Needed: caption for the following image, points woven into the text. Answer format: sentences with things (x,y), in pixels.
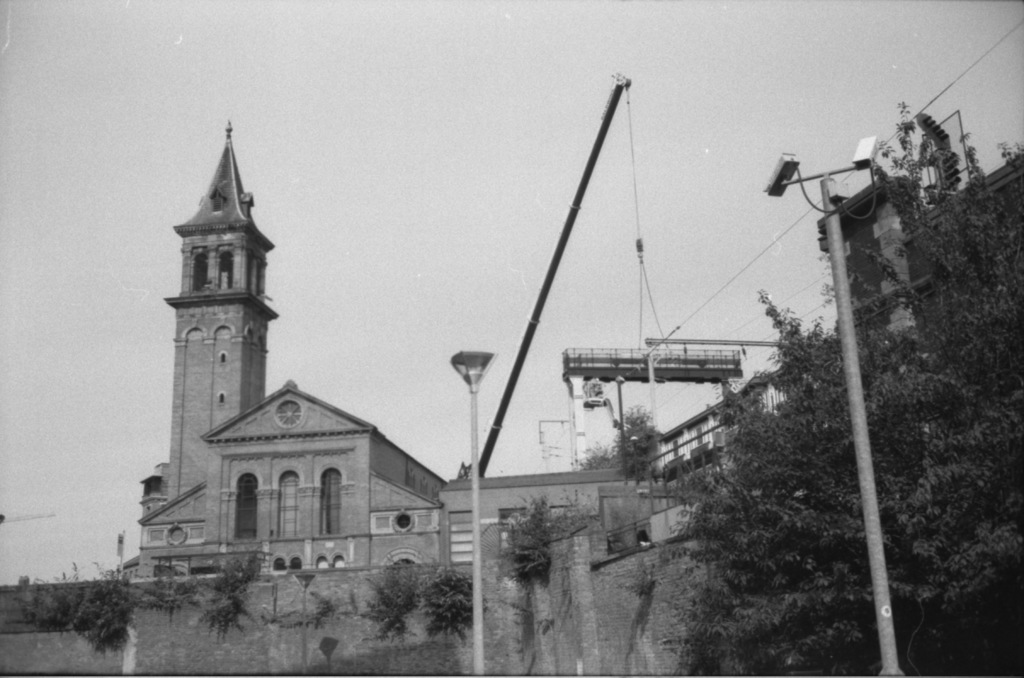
This is a black and white image. On the right (823,174) we can see the poles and some metal objects (695,355) and we can see the cables (709,300) and the trees (768,552). On the left (287,554) we can see the buildings (407,545) and some other objects (349,627). In the background (383,117) there is a sky (350,127).
